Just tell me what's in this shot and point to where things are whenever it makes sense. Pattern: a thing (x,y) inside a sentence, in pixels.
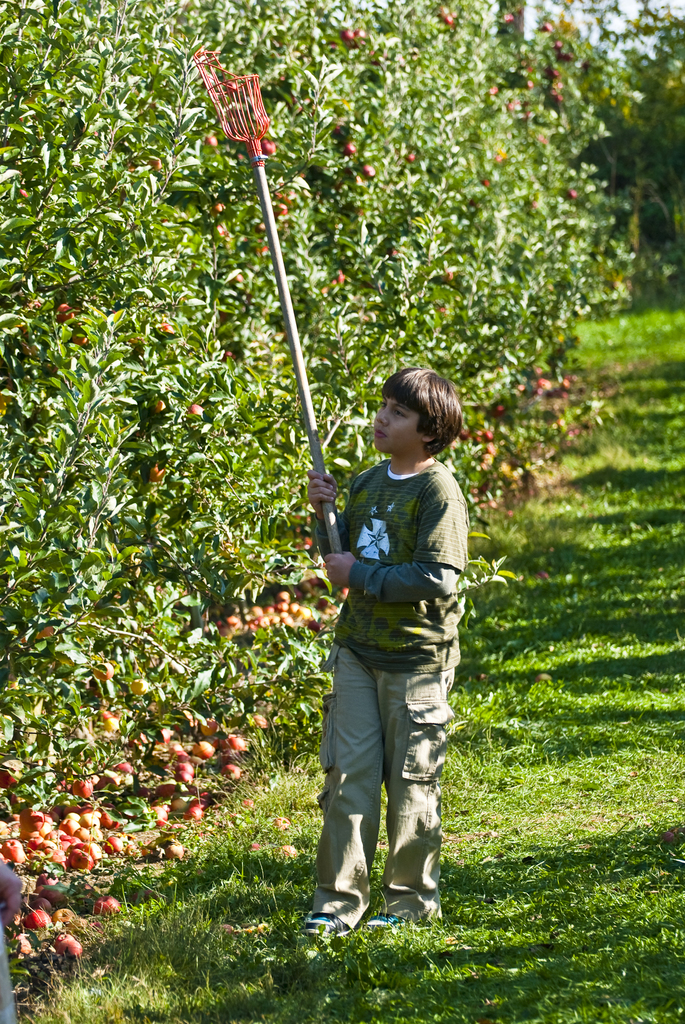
In this picture I can see a boy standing and holding a fruit picker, and in the background (534,300) there are fruits (156,478) and trees (256,642).
